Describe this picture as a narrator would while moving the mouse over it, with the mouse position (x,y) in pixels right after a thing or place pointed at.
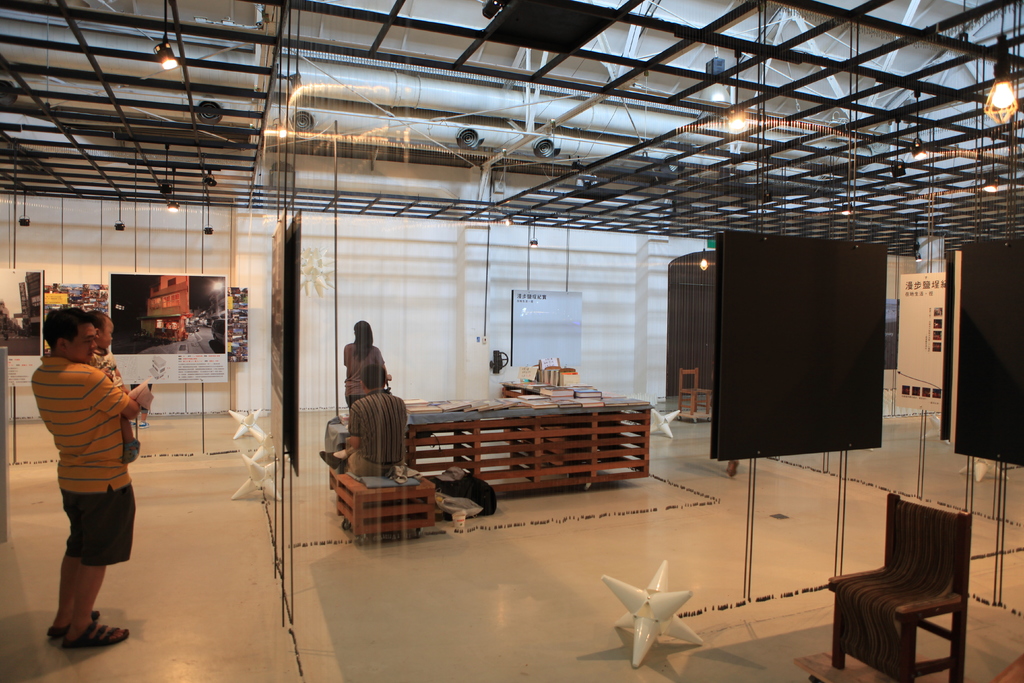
There is a man (91,606) standing under the iron ceiling (964,126) behind him there is a table (572,458) and books (553,405) on it. And there is a screen (779,319) in front of that.
